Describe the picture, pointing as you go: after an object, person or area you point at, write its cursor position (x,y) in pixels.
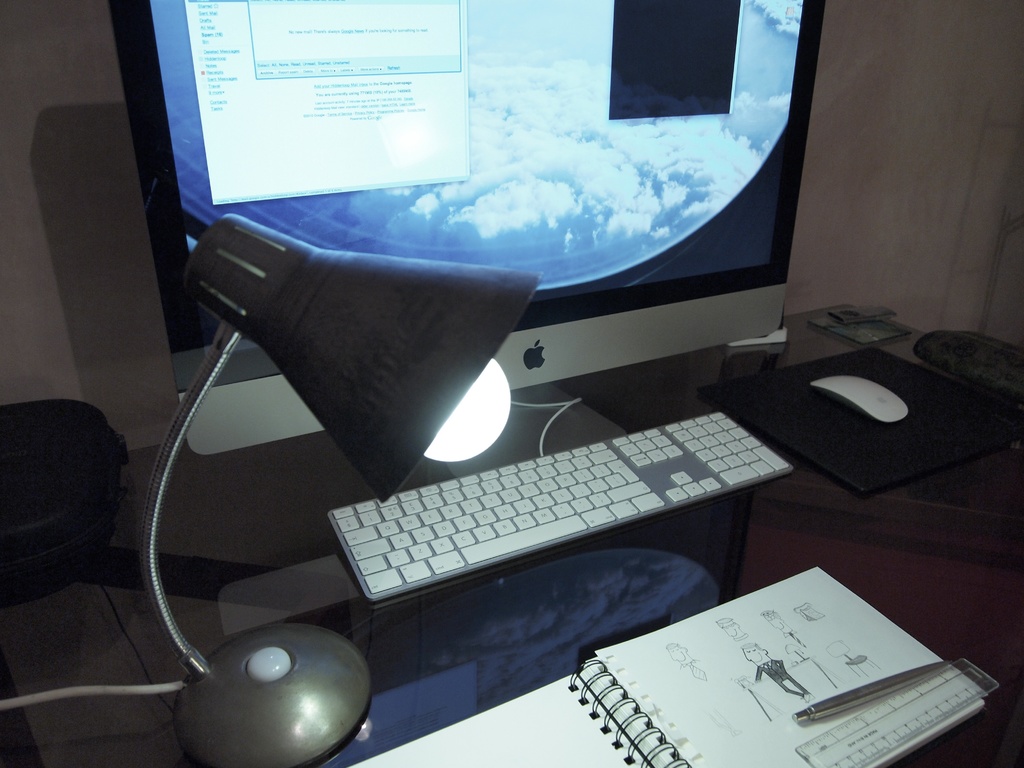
In this image there is a table (997,563), on that table (1010,648) there is a book (670,705), pen (842,710), scale (853,721), keyboard (519,486), mouse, table lamp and a monitor (793,217), in the background (33,213) there is a wall (958,234).
